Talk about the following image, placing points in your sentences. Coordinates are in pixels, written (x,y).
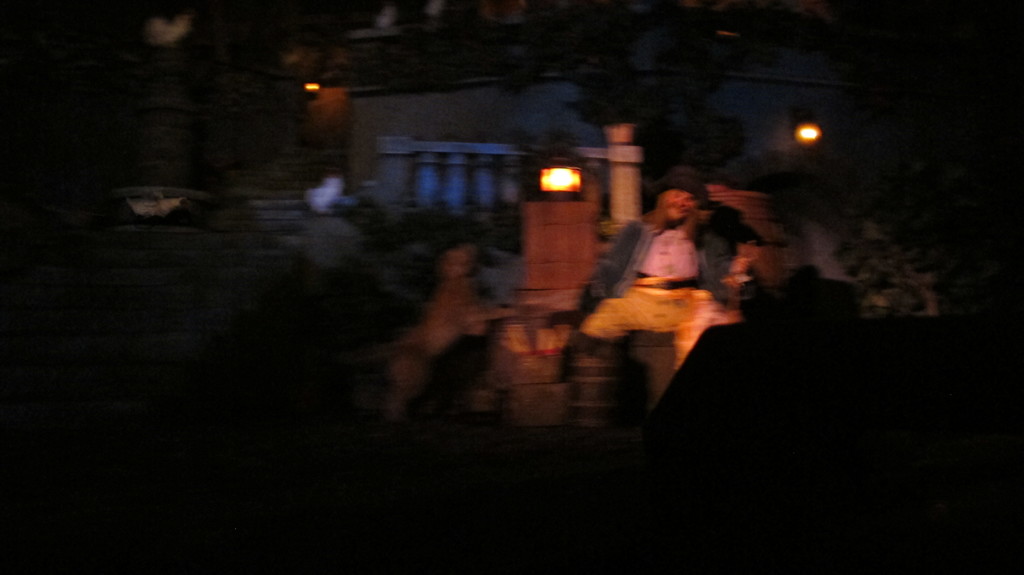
In this image I can see few lights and in the centre (666,323) I can see a person (666,199). I can see this image is little bit blurry and I can see this image is in dark.
